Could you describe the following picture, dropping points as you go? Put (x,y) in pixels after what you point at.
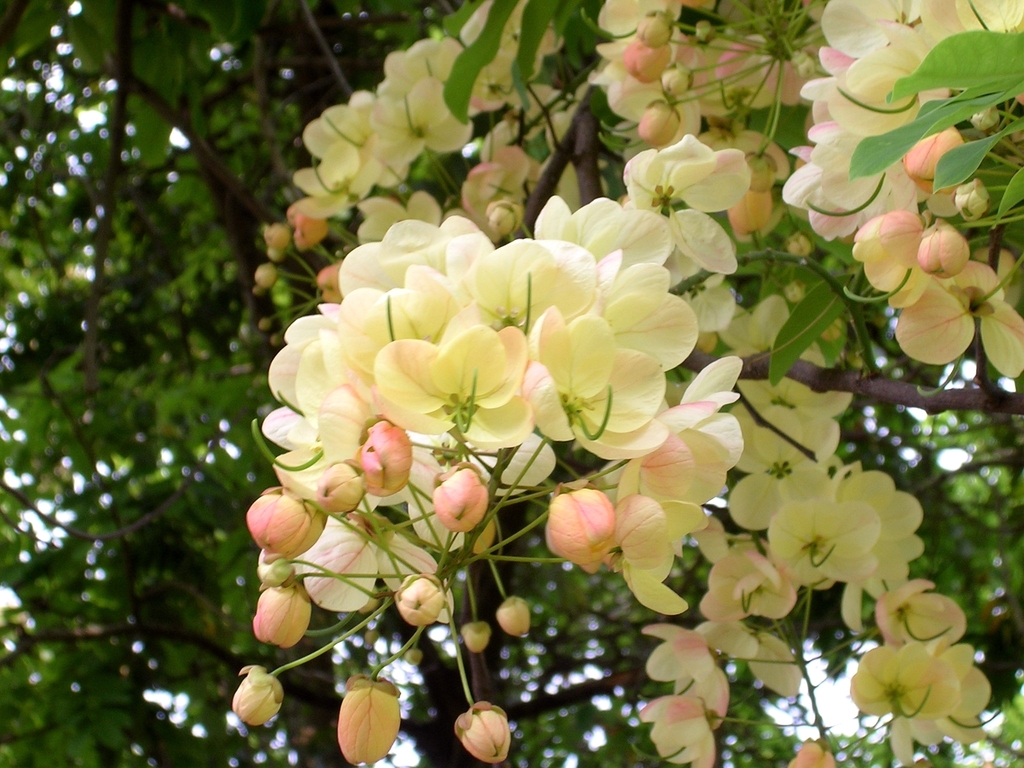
In this image we can see flowers (755,498), buds (260,711), branches (264,134), and leaves (534,644).
